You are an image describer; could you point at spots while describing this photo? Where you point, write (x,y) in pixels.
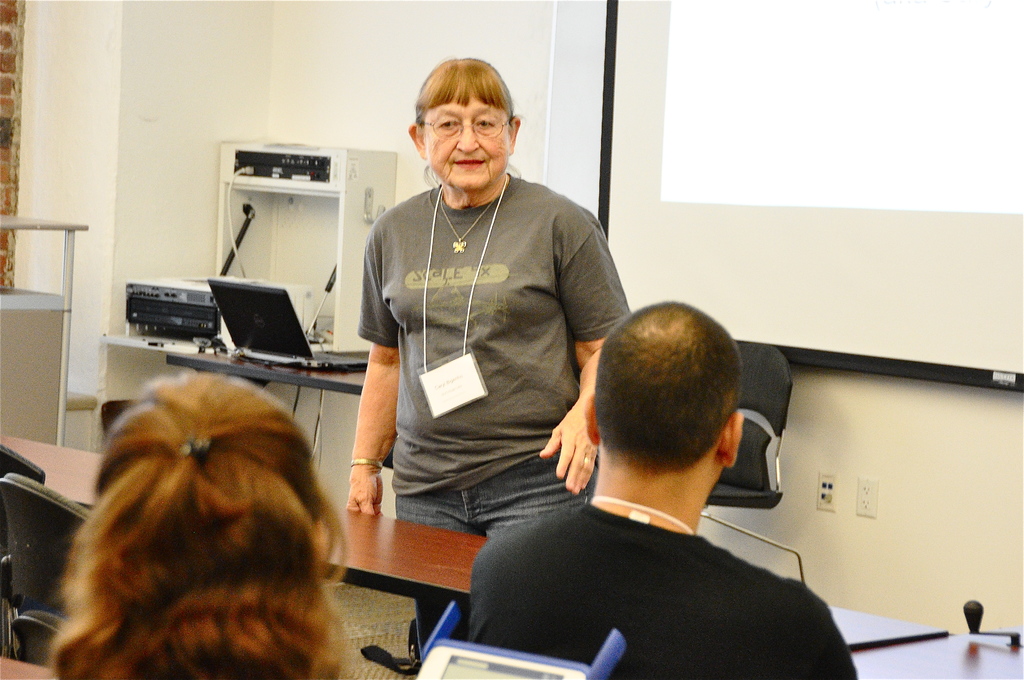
The picture is taken in a room (655,607). In the foreground of the picture (226,665) there are chairs (22,521), benches (446,574) and people (151,405). On the left (255,363) there is a desk (262,367), on the desk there are laptop (267,319), printer (183,295) and other objects (292,236). On the right (841,164) there is a projector screen (848,219). In the center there is a chair (772,453). The wall (797,449) is painted white.
